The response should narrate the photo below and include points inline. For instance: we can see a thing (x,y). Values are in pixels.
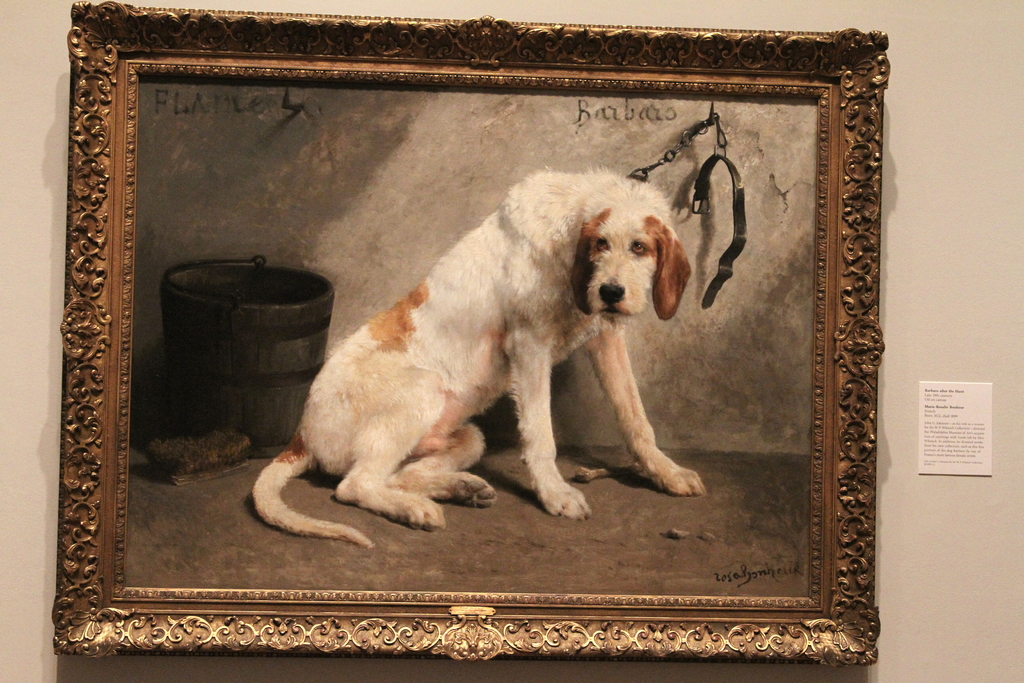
In the center of the image (481,419) we can see a photo frame (584,376) of a dog (535,346) placed on the wall (21,32).
